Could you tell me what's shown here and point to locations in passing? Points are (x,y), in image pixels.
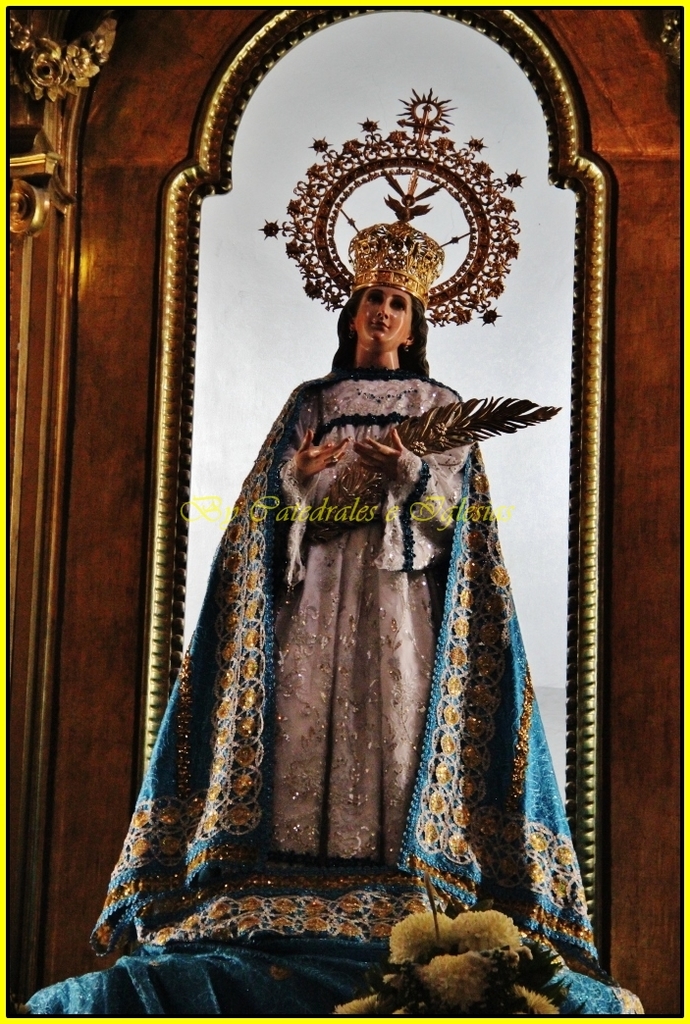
In this picture we can observe a statue (268,670) of a woman (274,510). There is a blue color dress (522,795) on the statue (302,712). We can observe a crown (389,263) on the head (386,305) of the statue (386,305). In the background (123,309) we can observe maroon color wall (123,347).
